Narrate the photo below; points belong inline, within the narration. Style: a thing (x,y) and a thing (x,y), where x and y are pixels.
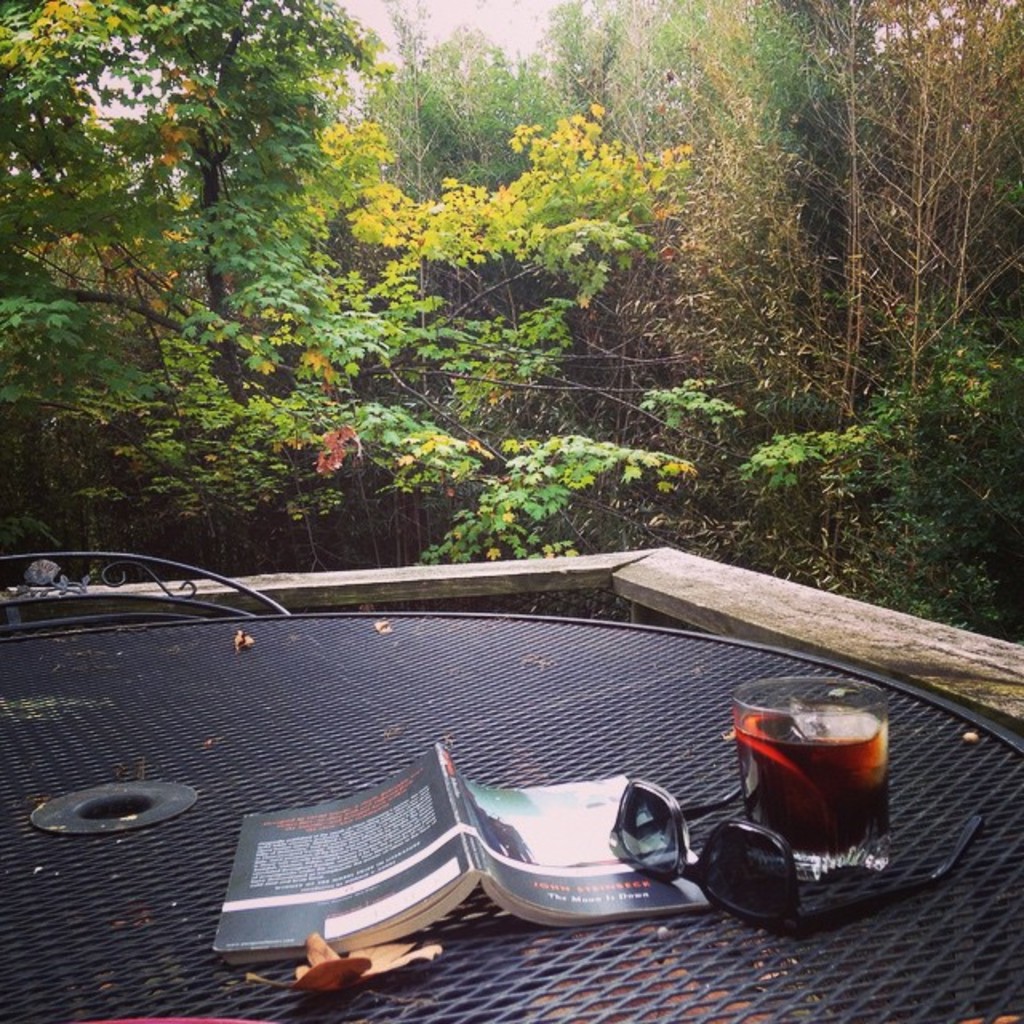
In this picture I can see there is a table (175,746) and chair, there is a book (534,909), goggles (703,868) and a glass (845,757) of wine (845,766) placed on the table (916,820) and there are few dry leafs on the table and in the backdrop (843,602) there is a wooden railing (891,617) and there are plants (614,400) and trees (360,66). The sky (363,16) is clear.
